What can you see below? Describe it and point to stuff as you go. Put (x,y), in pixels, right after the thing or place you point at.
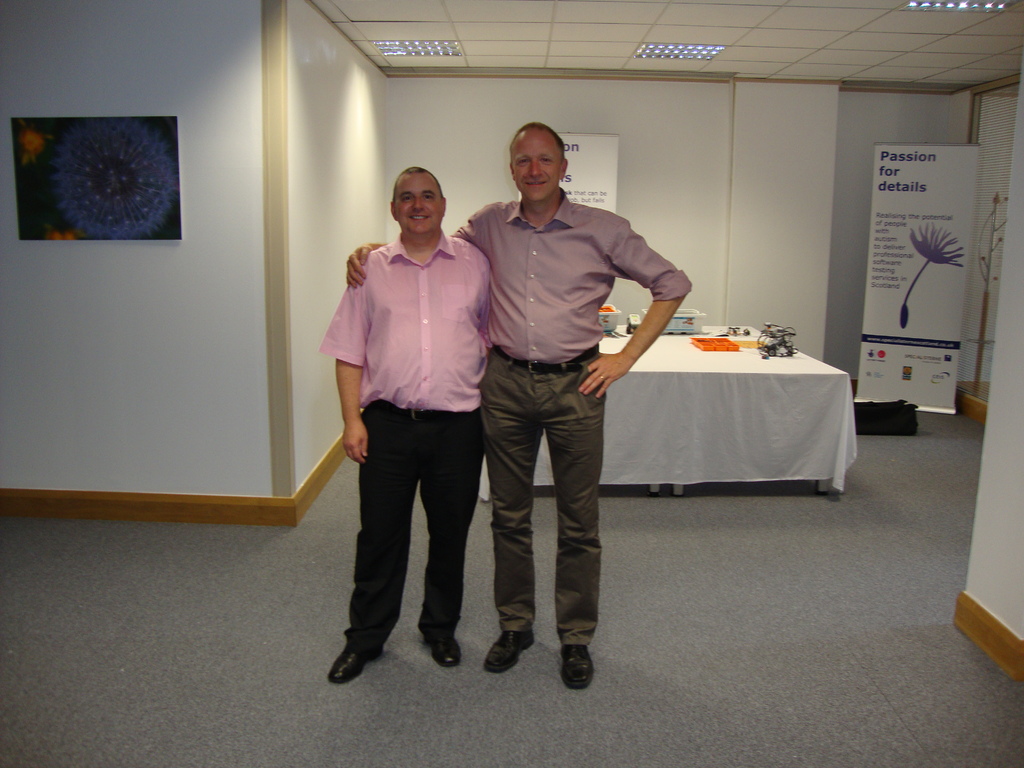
In this picture we can see two people (445,480) on the floor (328,492) and they are smiling and in the background (236,53) we can see a wall (232,40), boards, table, roof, lights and some objects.
